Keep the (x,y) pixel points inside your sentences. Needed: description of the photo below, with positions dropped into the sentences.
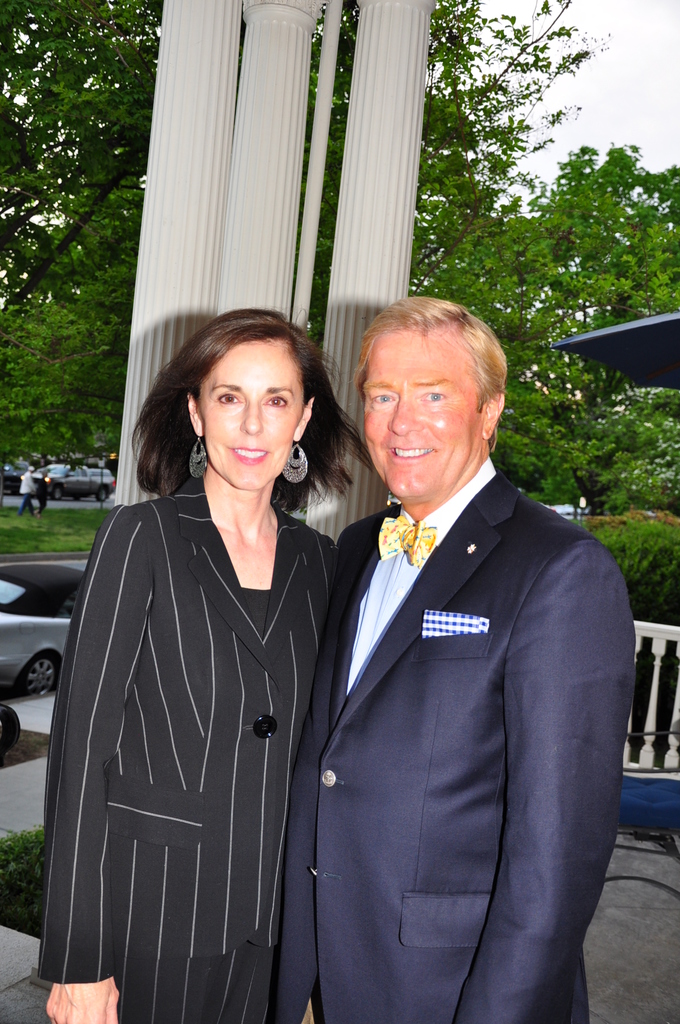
Here we can see a man (395,555) and a woman (237,959) posing to a camera and they are smiling. In the background (56,407) we can see pillars (164,15), trees (647,500), vehicles (2,587), grass (74,528), and sky (624,125).
